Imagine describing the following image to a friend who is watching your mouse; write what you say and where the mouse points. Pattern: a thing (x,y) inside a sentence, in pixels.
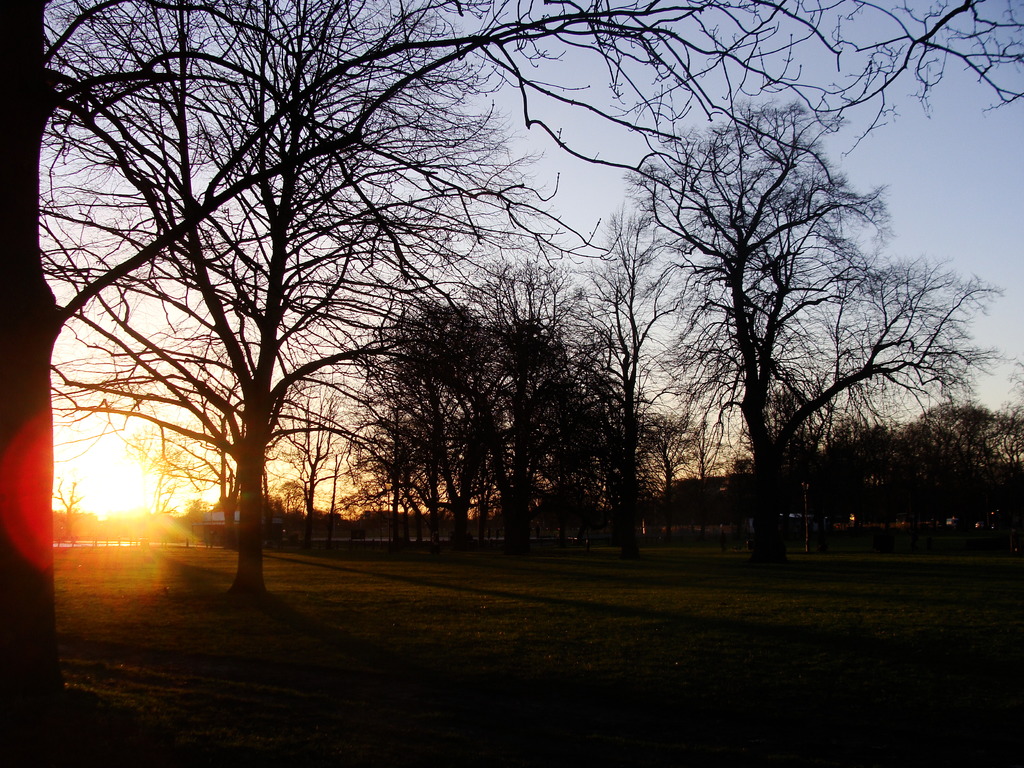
In this image we can see trees (0,237), sunlight (132,503) and sky (609,139).
